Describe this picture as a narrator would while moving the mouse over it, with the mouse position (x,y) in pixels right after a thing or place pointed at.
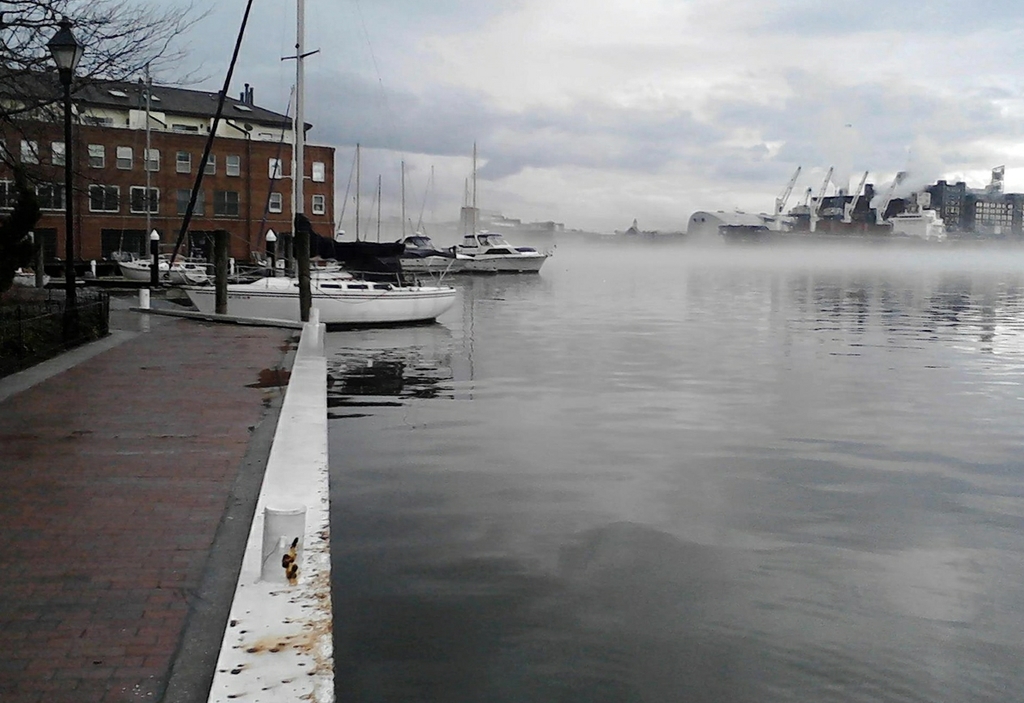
In this picture we can see water (892,492) at the bottom (908,502), on the left side (329,311) there are boats (343,312), a pole (298,195), a light (60,56), a building (117,169) and a tree (25,99), there are some buildings (953,231) in the background (964,215), we can see the sky (683,147) and clouds (776,89) at the top of the picture (660,105).
